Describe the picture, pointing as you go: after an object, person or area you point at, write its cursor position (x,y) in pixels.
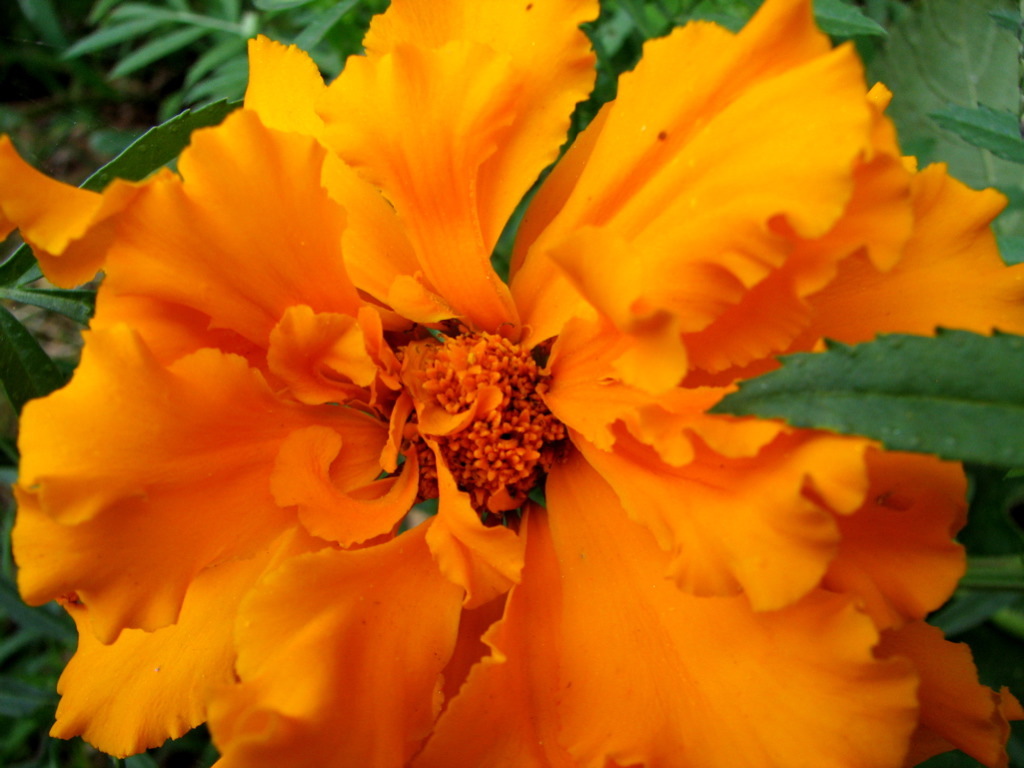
In this image, we can see some leaves (996,406). There is a flower (613,245) in the middle of the image (657,323).
